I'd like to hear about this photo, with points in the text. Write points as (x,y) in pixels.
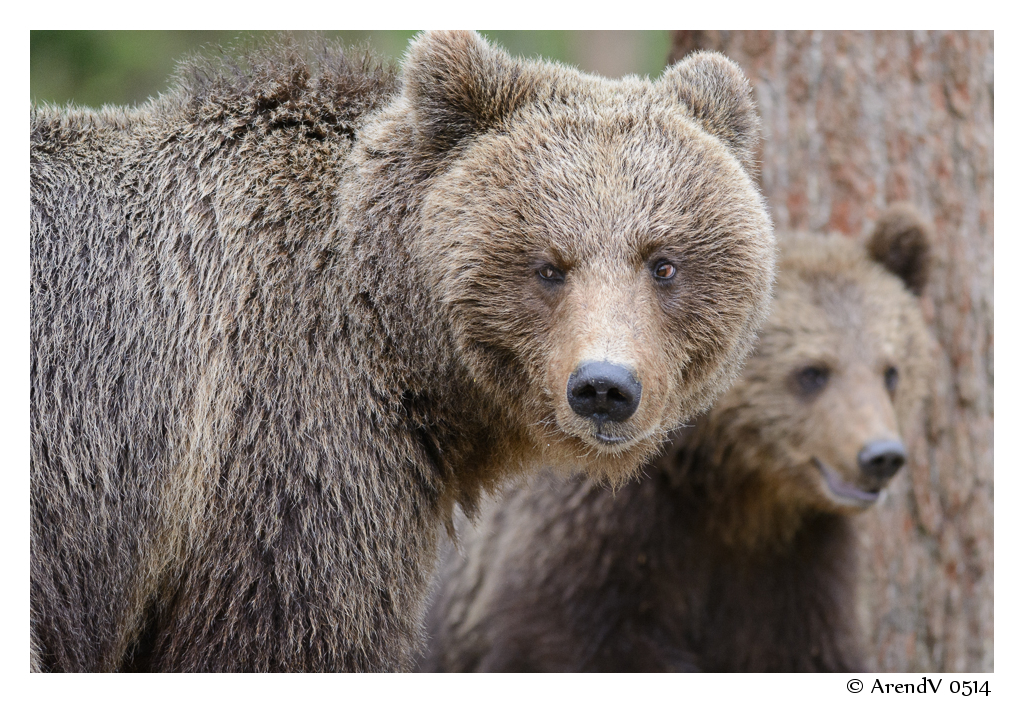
In this image I can see two bears (572,196) and I can see this image is little bit blurry in the background (945,366). On the bottom right corner of the image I can see a watermark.
